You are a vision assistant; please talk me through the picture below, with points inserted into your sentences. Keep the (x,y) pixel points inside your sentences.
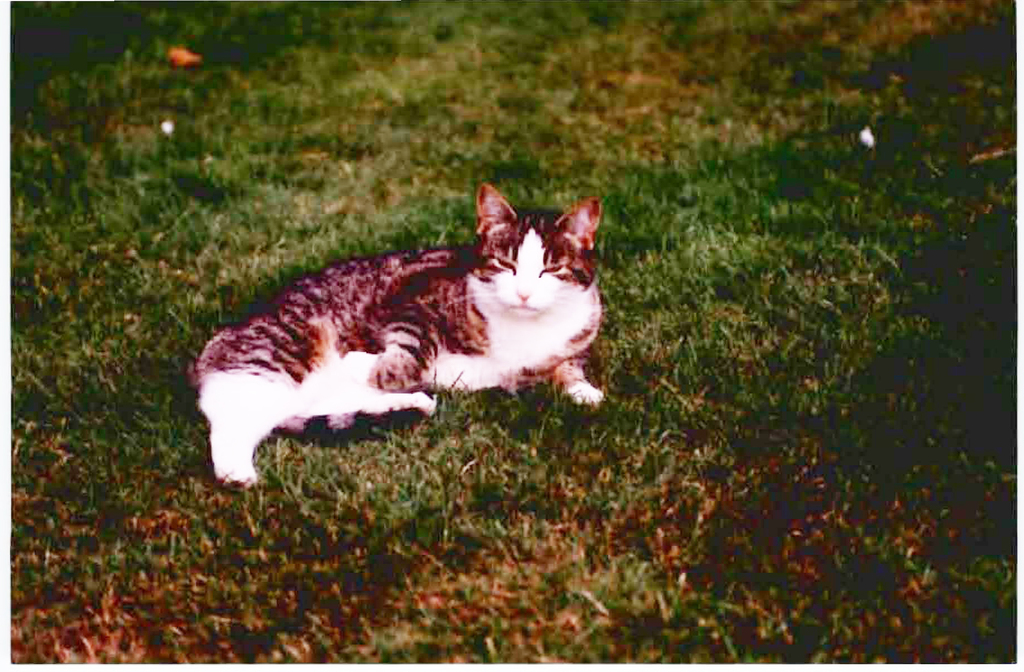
In this image there is a cat (439,330) which is sleeping on the ground (519,427). On the ground (547,544) there is grass (549,555).
